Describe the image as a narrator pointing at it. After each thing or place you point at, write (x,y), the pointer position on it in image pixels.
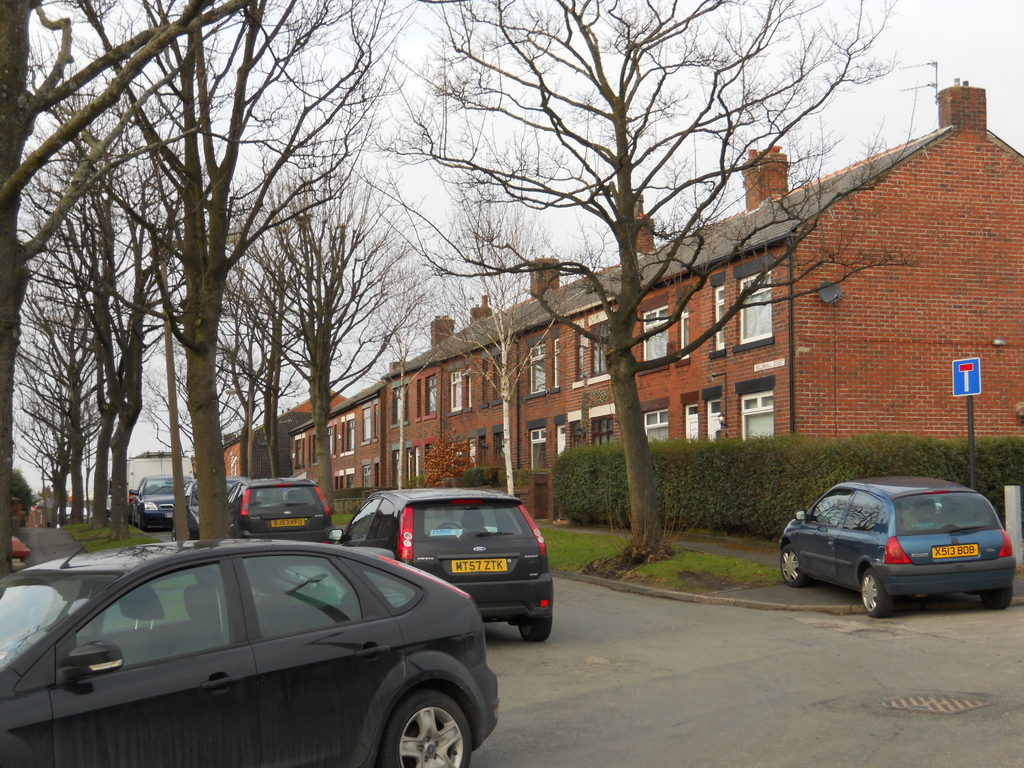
In the center of the image (516,315) we can see buildings (568,363), windows (365,413), trees (400,356), sign board (969,360), bushes (684,443) are there. At the bottom of the image (641,667) cars (454,635), road (774,631), grass (718,577) are there. At the top of the image (856,62) sky (878,81), poles (936,88) are there.
